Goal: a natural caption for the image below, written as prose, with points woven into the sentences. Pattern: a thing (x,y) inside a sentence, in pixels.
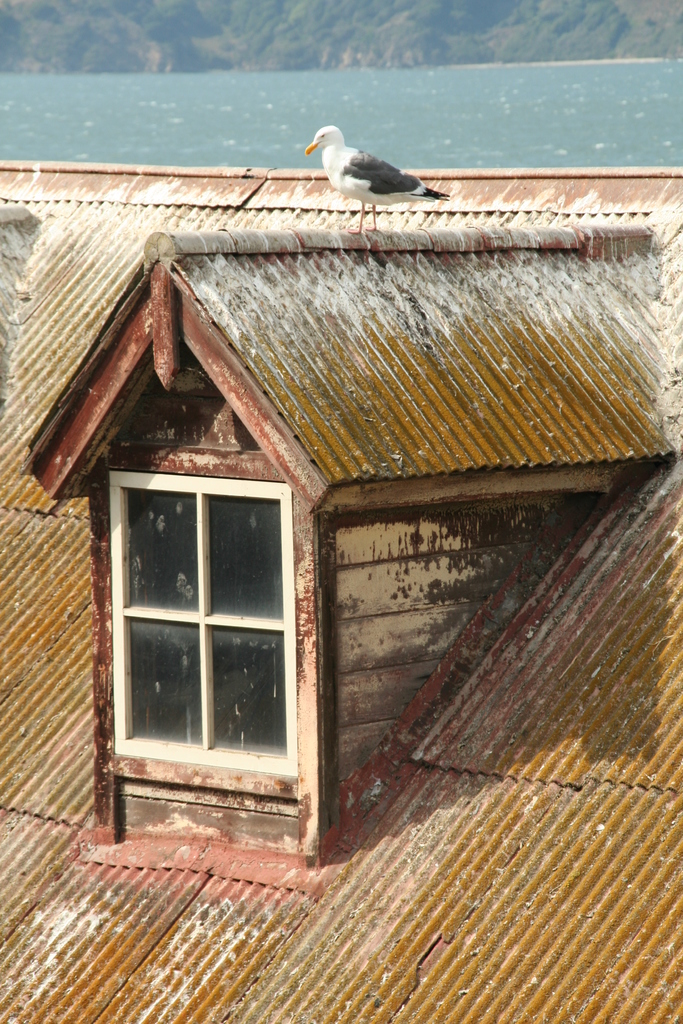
In the center of the image (260,379) there is a bird (347,164), window (170,591) and shed (291,844). In the background (547,115) we can see water (266,93) and hill (215,29).
